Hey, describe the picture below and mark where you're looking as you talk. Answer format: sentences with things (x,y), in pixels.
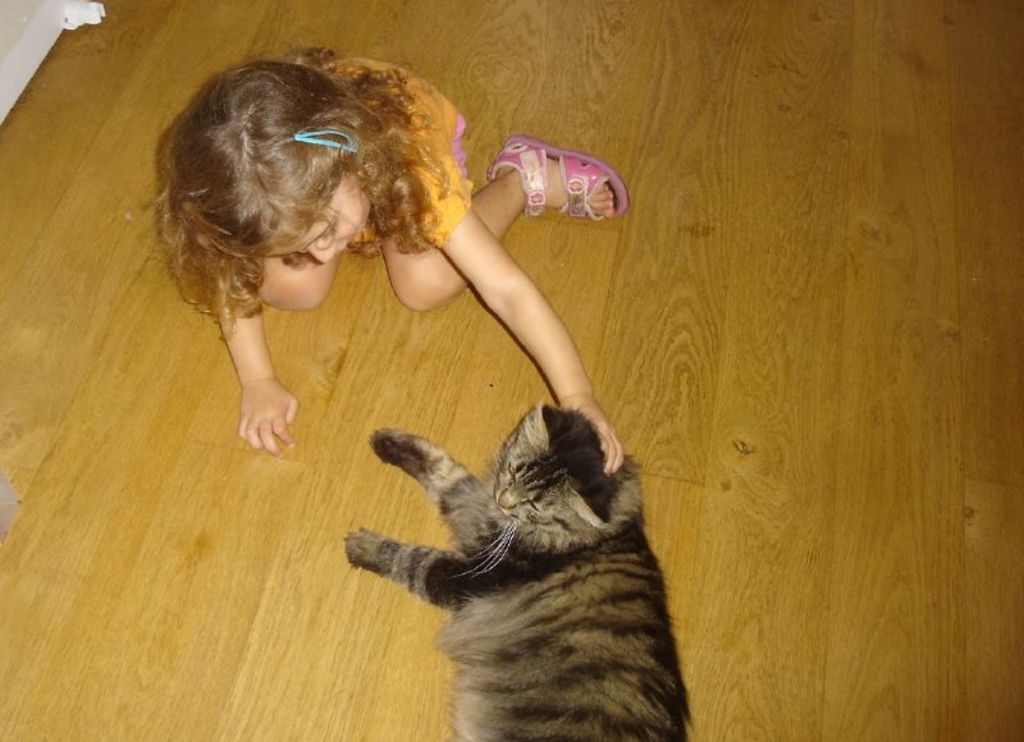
In this image I see a girl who is touching the cat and they're on the floor (215,675).
